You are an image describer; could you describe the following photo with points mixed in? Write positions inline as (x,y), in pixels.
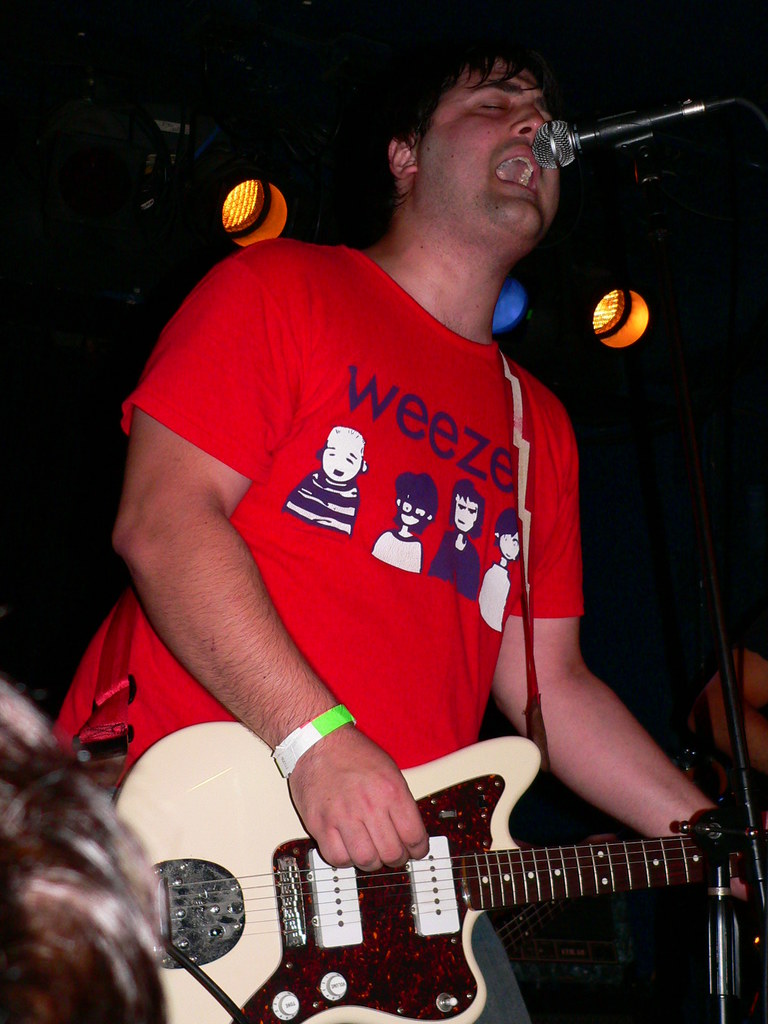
In this picture I can see there is a man (385,454) standing, he is holding a guitar (343,984) and singing. There is a microphone (625,129) attached to the stand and there are lights (283,205) attached to the ceiling (304,116) and there is a person (51,852) at left (5,890) and right sides.
